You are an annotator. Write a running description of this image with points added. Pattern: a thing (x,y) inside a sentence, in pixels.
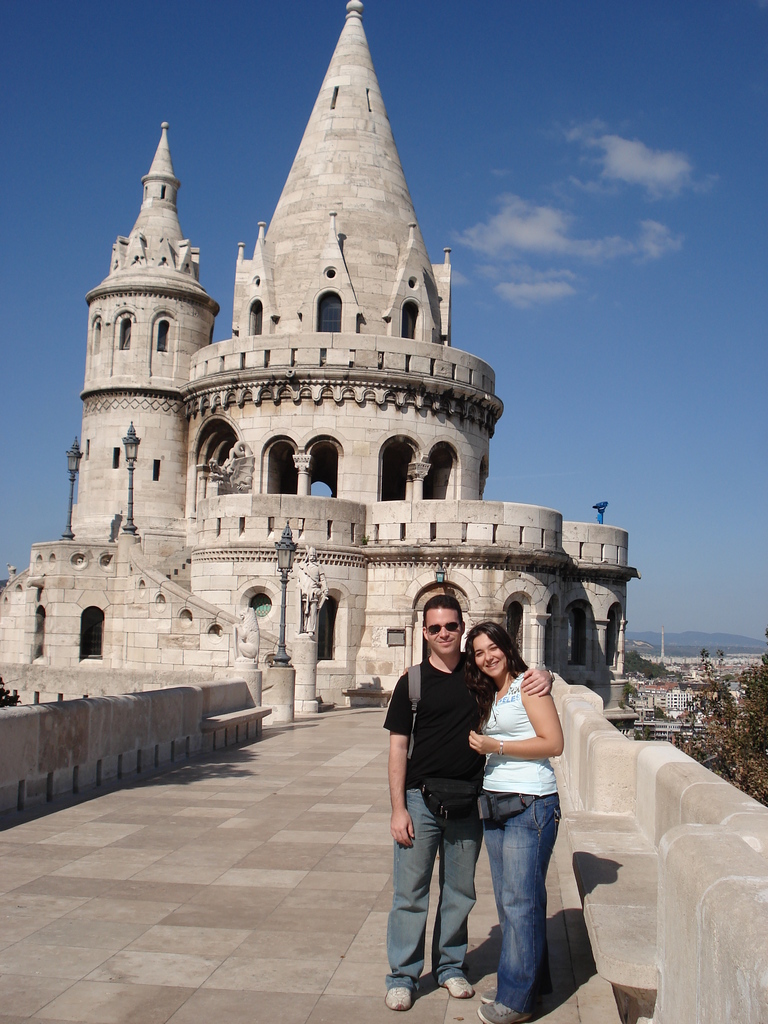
In this image I see a man (422,746) and a woman (519,738) who are standing and I see that both of them are smiling and I see the path (272,857). In the background (370,593) I see the building (560,561) and I see few light poles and I see a sculpture (307,581) over here. I can also see few more buildings (646,708) over here and I see the trees (705,693) and I see the sky (713,127).
